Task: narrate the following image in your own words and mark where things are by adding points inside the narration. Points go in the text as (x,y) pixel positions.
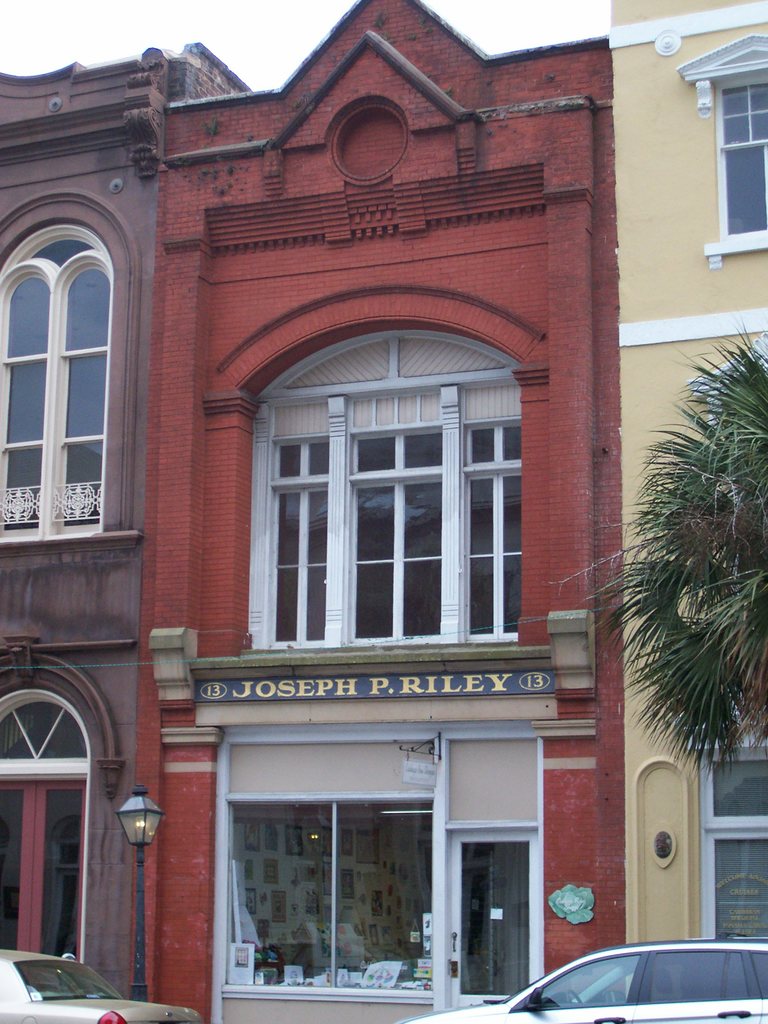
In this image there are buildings (342,441). On the right (655,643) there are trees (711,656). At the bottom (690,954) there are cars (190,1009). In the background (211,28) there is sky (304,38) and we can see a pole (142,881).
